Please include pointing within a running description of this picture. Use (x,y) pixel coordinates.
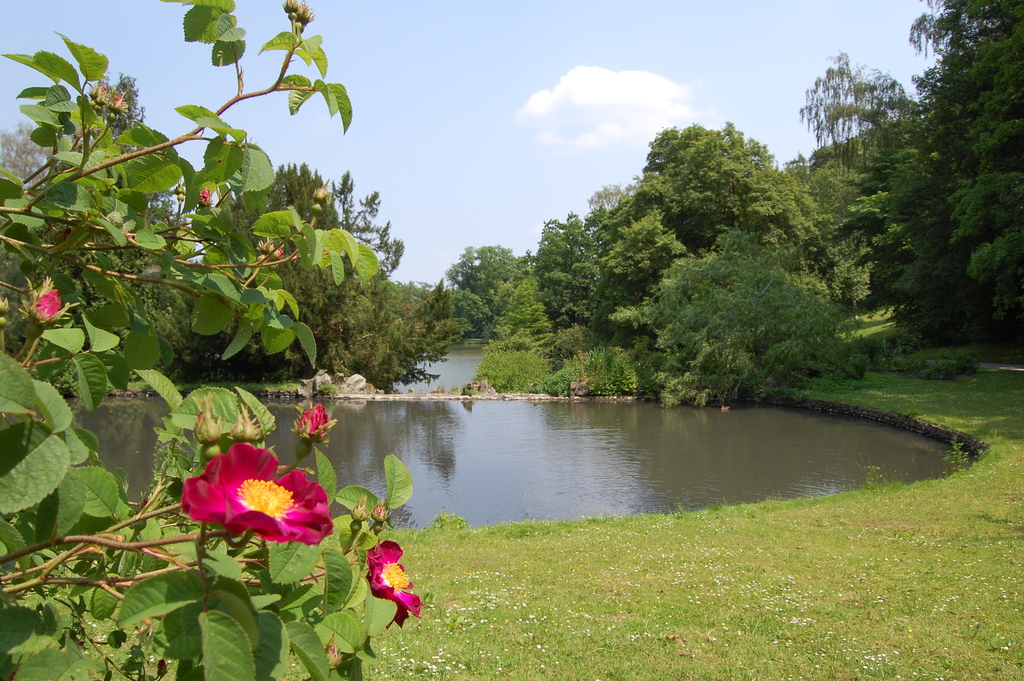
To the left side of the image (94,372) there is a rose plant (263,493) with leaves (94,372), rose flowers (257,474) and buds (308,444). And to the right side of the image (900,551) on the ground (801,581) there is a grass (790,605). Behind the grass (981,388) there is water (377,406). And in the background (974,126) there are trees (596,236) and to the top of the image (577,154) there is a sky (561,139).
